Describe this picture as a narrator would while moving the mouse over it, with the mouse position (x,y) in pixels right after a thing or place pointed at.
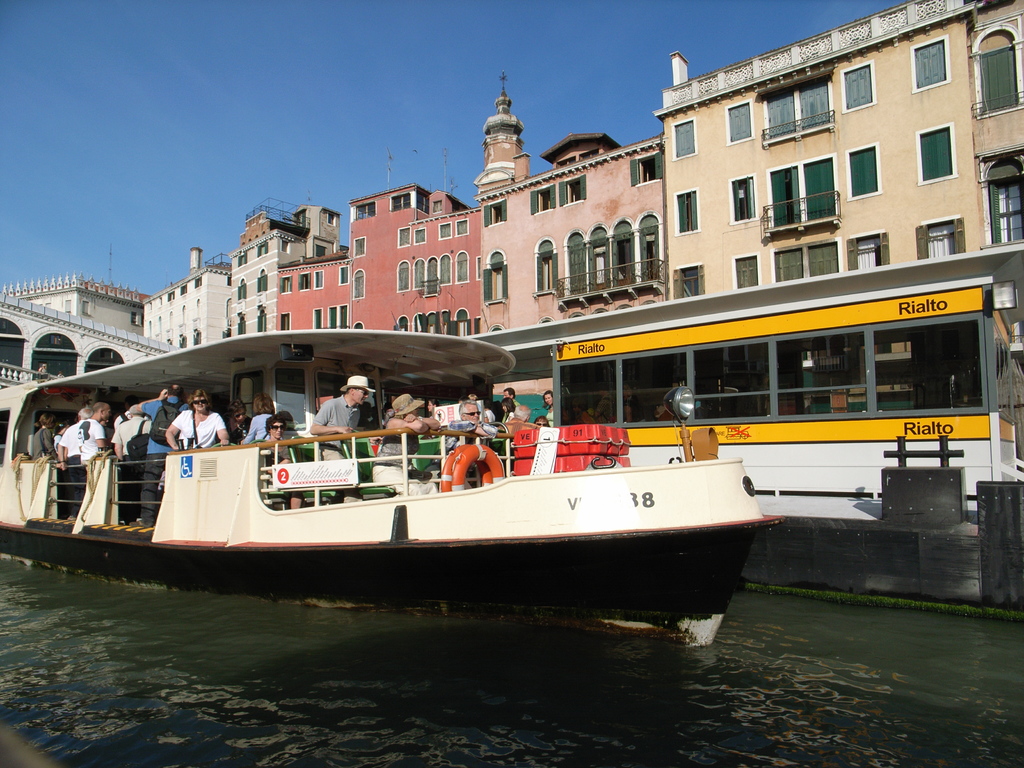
On the left side (18,500) there is a ship (478,485) in the water (549,684), many people (69,490) are standing in it. In the middle (461,258) there are very big buildings (503,275), at the top (328,129) it is the sky (307,112).
